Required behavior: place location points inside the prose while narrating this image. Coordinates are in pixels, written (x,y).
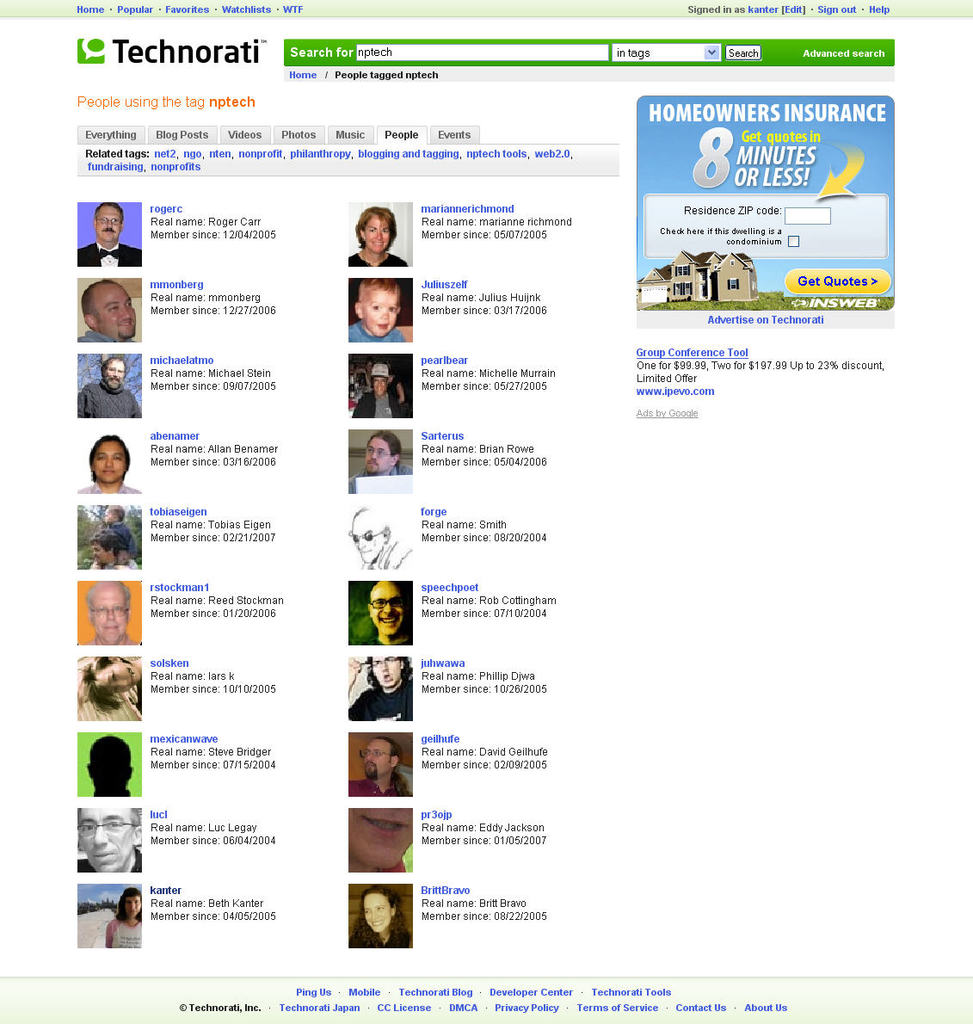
In this image there is text (485,239), there are photos (371,695) of persons (384,464), there is a house (693,275), the background of the image (764,685) is white in color.
